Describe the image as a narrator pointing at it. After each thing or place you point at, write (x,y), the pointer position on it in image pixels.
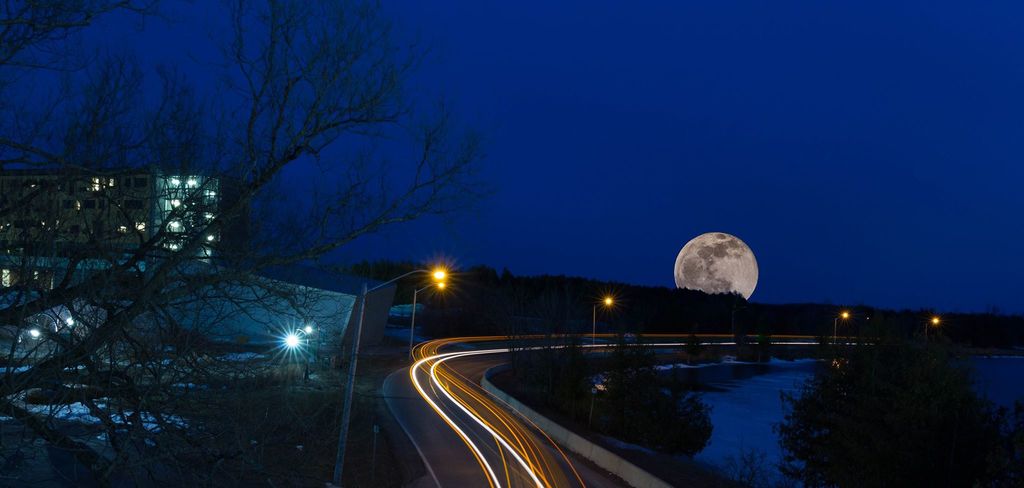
In this picture we can see water (760,428) and trees (650,412) on the right side (745,412), on the left side (124,250) we can see a building (140,211) and a trees (115,318), in the background (455,306) there are some poles (346,391), lights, trees (683,320) and the moon (714,267), there is the sky (633,92) at the top of the picture (685,77).
